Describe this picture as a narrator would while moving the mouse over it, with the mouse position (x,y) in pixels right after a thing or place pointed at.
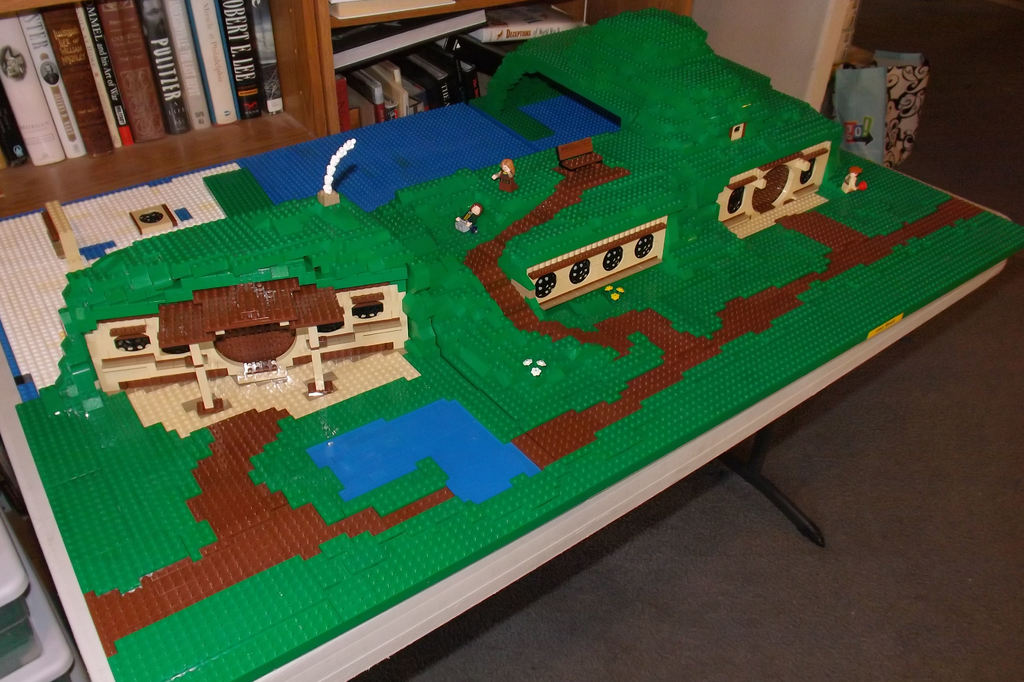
This picture is of inside. In the center (413,264) there is a Table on the top of which a miniature (388,291) is placed and in the left corner (201,54) there is a Cabinet (290,57) of books (134,69).
